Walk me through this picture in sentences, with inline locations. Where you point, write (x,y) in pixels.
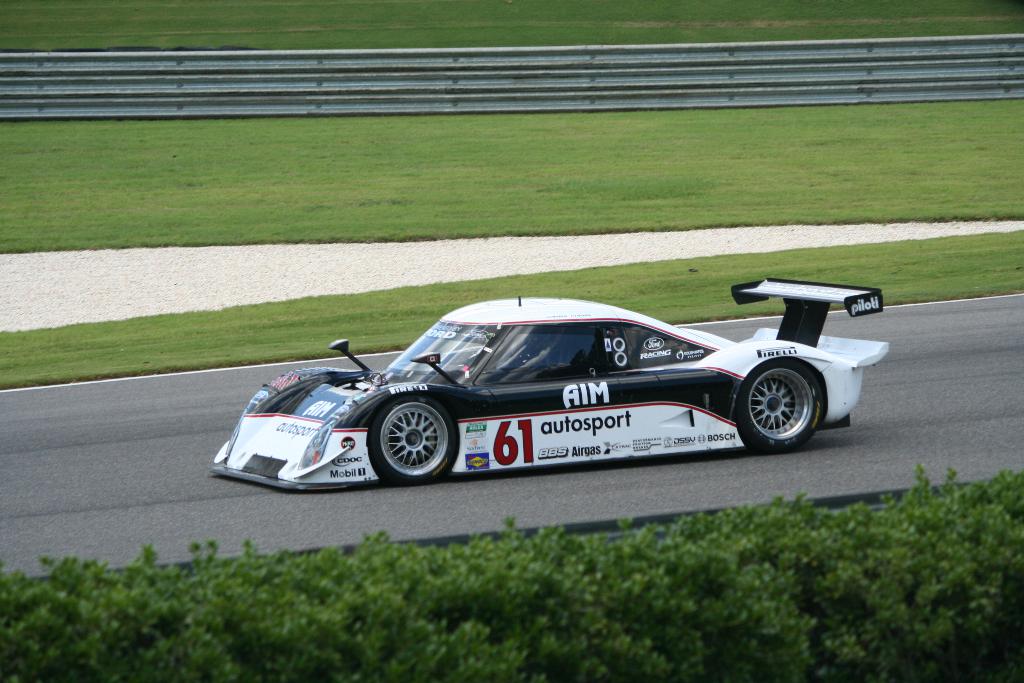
In this image there is a sports car (444,424) on the road (207,417), and there is grass (1004,161), plants (958,601), iron sheet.
